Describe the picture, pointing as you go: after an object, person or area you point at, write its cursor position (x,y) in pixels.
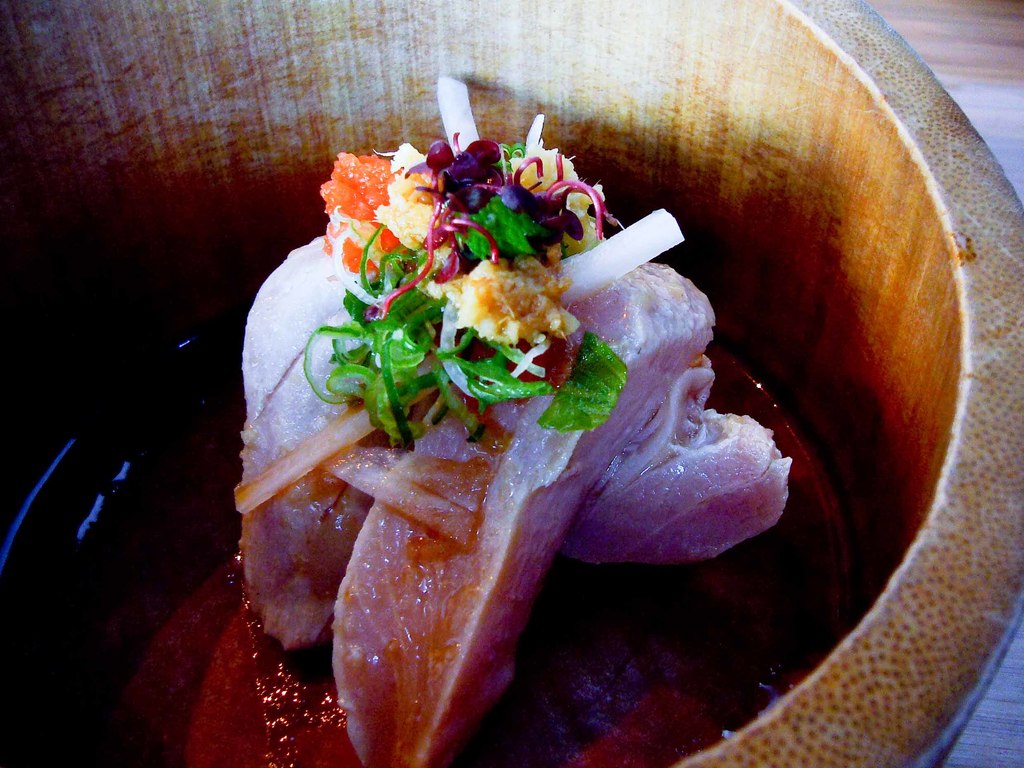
In this image, there is a wooden bowl (777,207), in that bowl (193,290) there is some food item (525,210) kept.
